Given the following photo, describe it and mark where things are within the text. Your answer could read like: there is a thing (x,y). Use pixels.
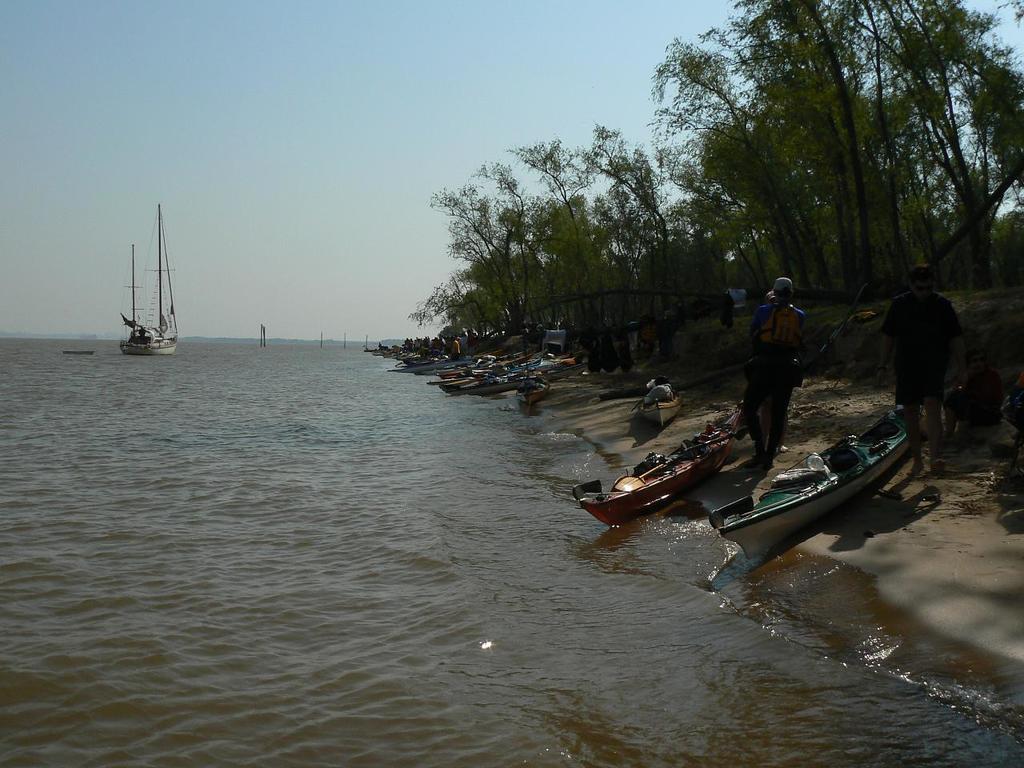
On the right corner of the picture (909,397), we see people (752,362) standing beside the boats (789,499) on the seashore (626,386). We even see many boats (483,364). Behind that, there are many trees (690,279). On the left corner of the picture (181,385), we see a yacht (159,229) sailing in the water (237,492) and this water (324,647) might be in a sea (326,554). At the top of the picture (322,48), we see the sky (327,131).
